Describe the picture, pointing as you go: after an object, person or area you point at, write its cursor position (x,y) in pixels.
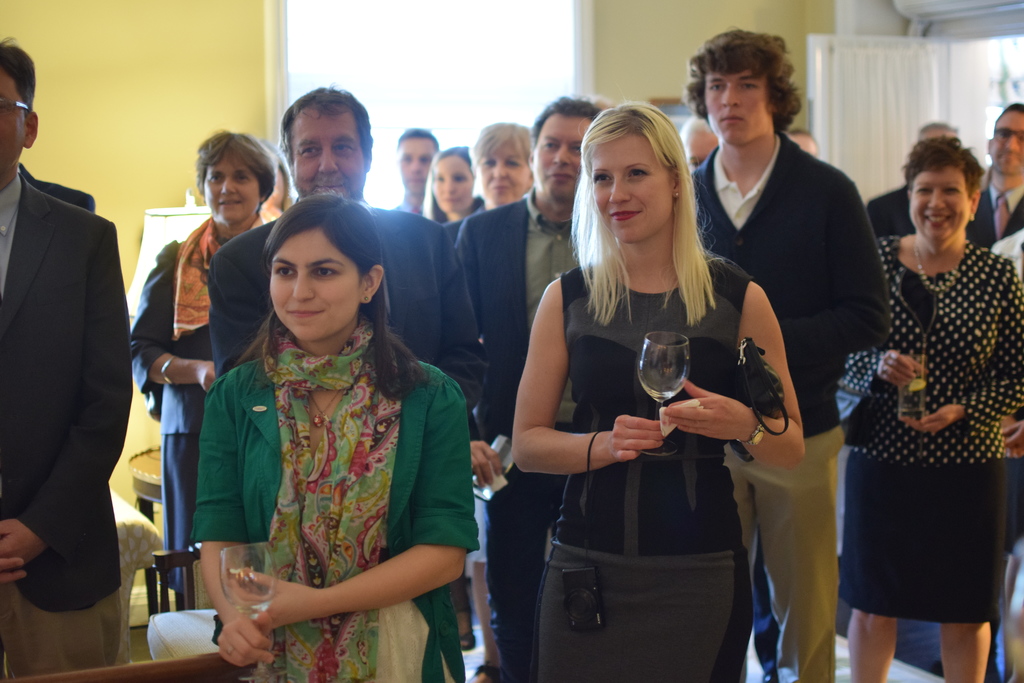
In this image I can see a group of people (480,343) holding the wine glasses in the middle (532,380), on the left side (194,218) I can see a light (178,222).
